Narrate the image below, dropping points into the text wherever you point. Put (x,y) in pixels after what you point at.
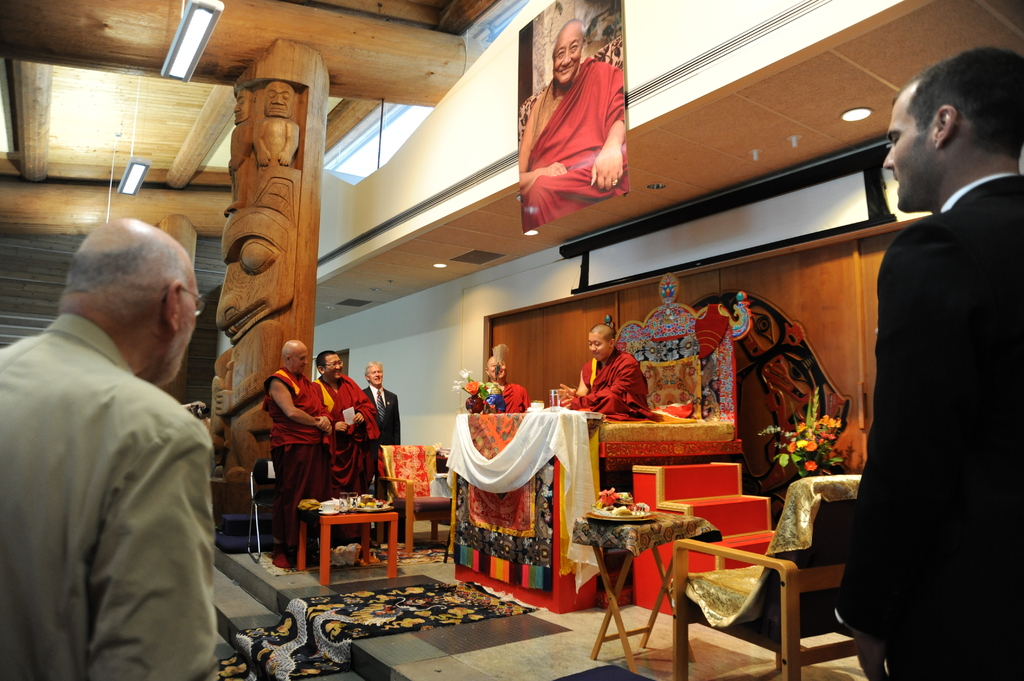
In this image there are group of persons (307,431) standing and sitting. In the center (490,444) there is mat (360,616) on the floor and there are tables (531,527), sofas (397,494) and there are flowers (821,436). On the top (547,120) there is a frame (578,119) hanging on the wall (639,42) and there are lights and there is a pillar (272,310). On the pillar (253,311) there are sculptures (271,235).
